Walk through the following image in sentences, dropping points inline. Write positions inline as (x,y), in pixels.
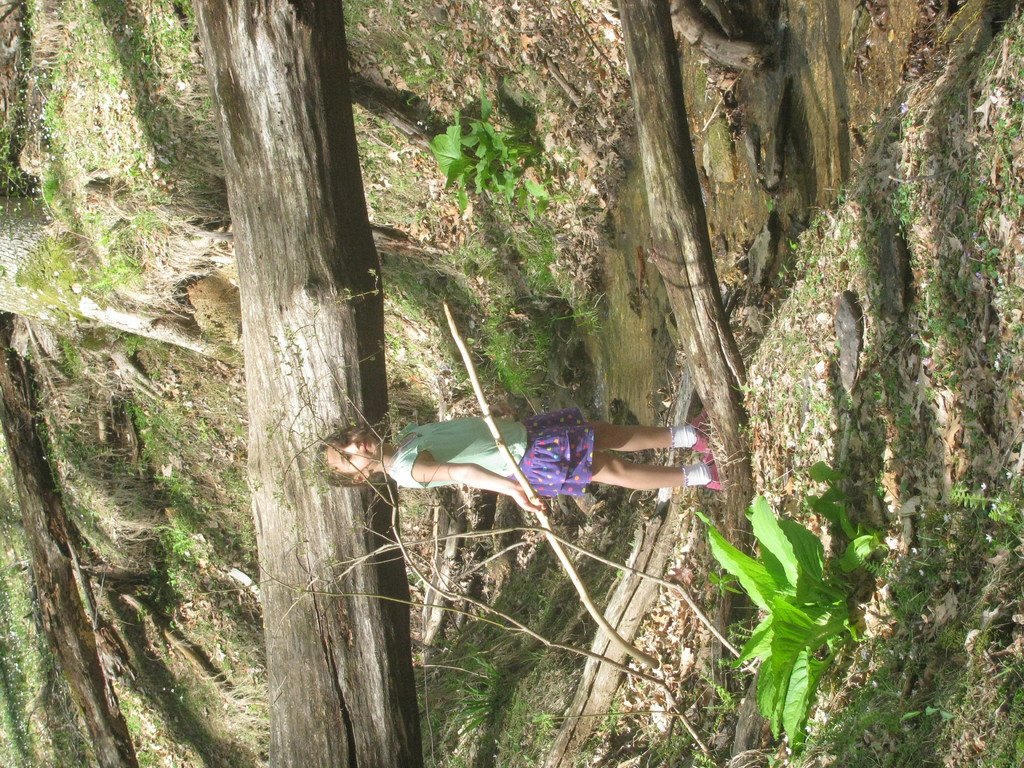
In the middle of the image (648,482) a girl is standing and holding a stick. Bottom of the image (754,680) there is grass (964,290) and there are some plants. Top of the image (349,95) there are some stems (322,32) and trees (223,30).
